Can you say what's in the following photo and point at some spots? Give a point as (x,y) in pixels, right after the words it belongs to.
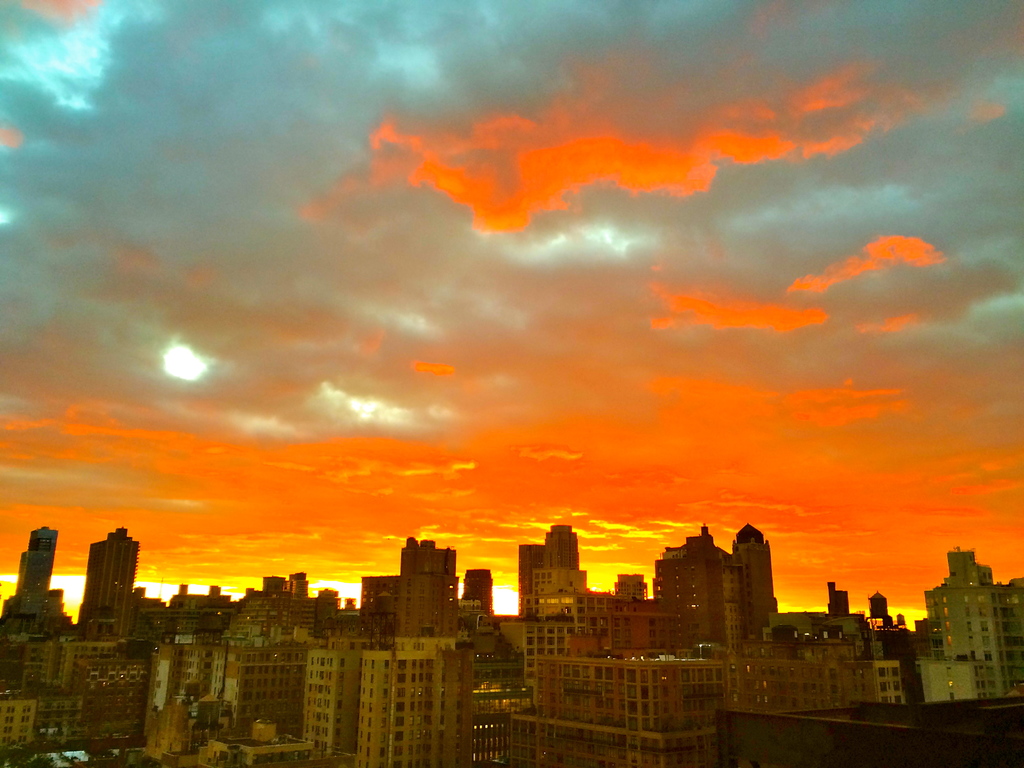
In this image we can see buildings (334,684). In the background (351,234) there is sky (365,233).
